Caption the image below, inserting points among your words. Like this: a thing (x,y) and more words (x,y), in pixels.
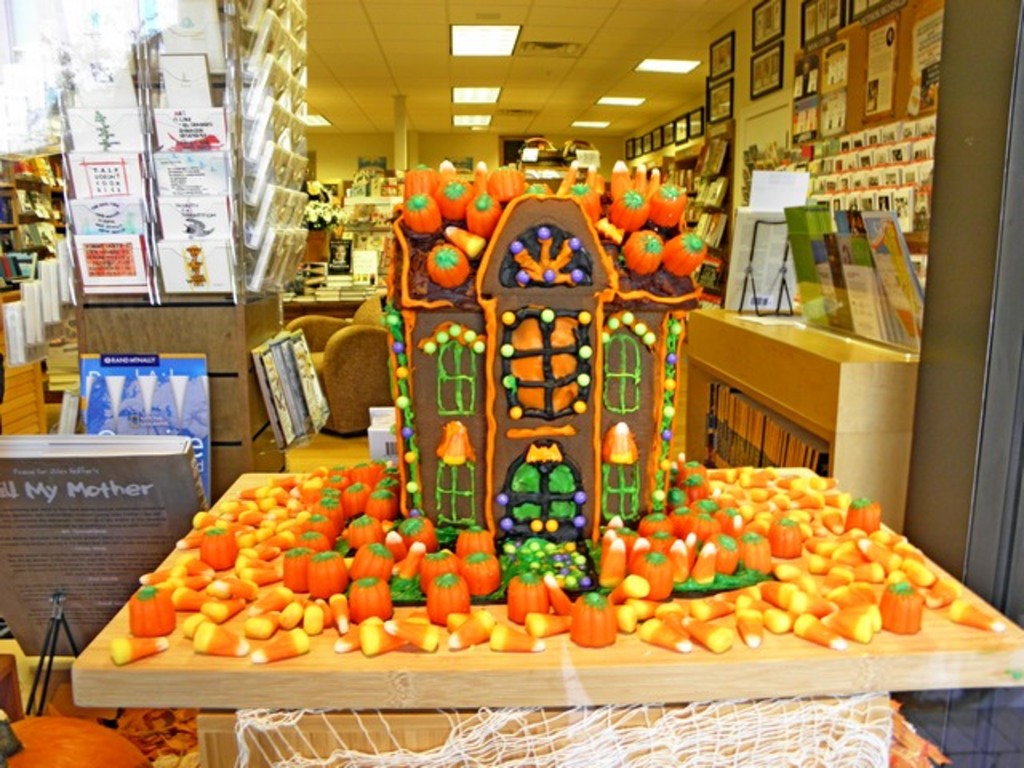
In this image we can see a house (569,484) made with candies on the table (564,685), a net (531,740) under a table (598,664). On the right side (760,446) we can see some books (786,441) in the shelf (803,430), papers (742,272) in a stand (781,279) and photo frames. On the left side (97,600) we can see the books (117,578) with a stand (56,628). On the backside (358,386) we can see a flower pot (317,261), sofa (353,364), floor (350,451), walls (380,166), pillar (402,167), roof (432,86) and ceiling lights (472,124).
